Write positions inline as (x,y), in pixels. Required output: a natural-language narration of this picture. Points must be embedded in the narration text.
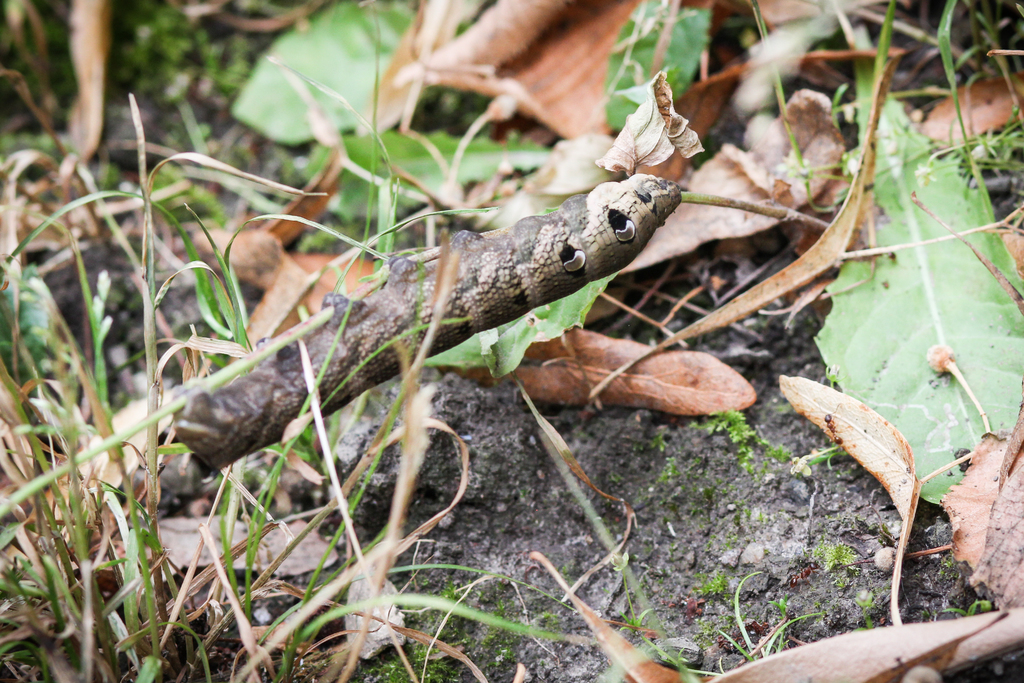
In this picture we can observe a caterpillar (301,373) which is in brown color. There are some dried leaves (612,350) on the ground (248,591). We can observe some grass (50,469).
